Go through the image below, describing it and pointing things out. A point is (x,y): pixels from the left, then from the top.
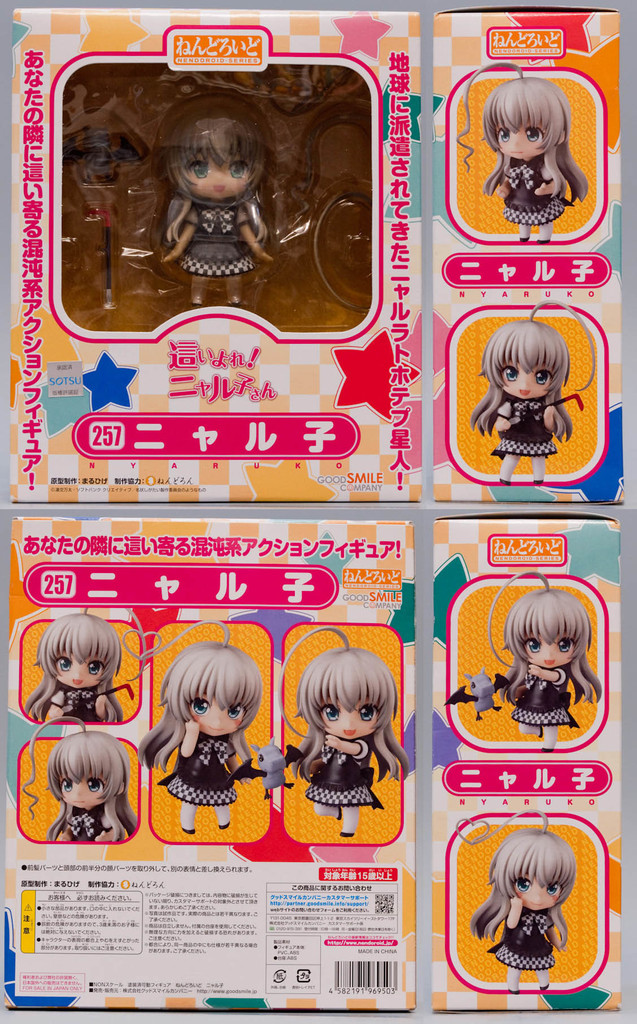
In this image there is a toy box (295,267) in which there is a small girl toy (198,196). On the right side (495,315) there are pictures (526,362) of girl toy (546,586) with different actions. At the bottom (208,866) there are instructions (192,909).
